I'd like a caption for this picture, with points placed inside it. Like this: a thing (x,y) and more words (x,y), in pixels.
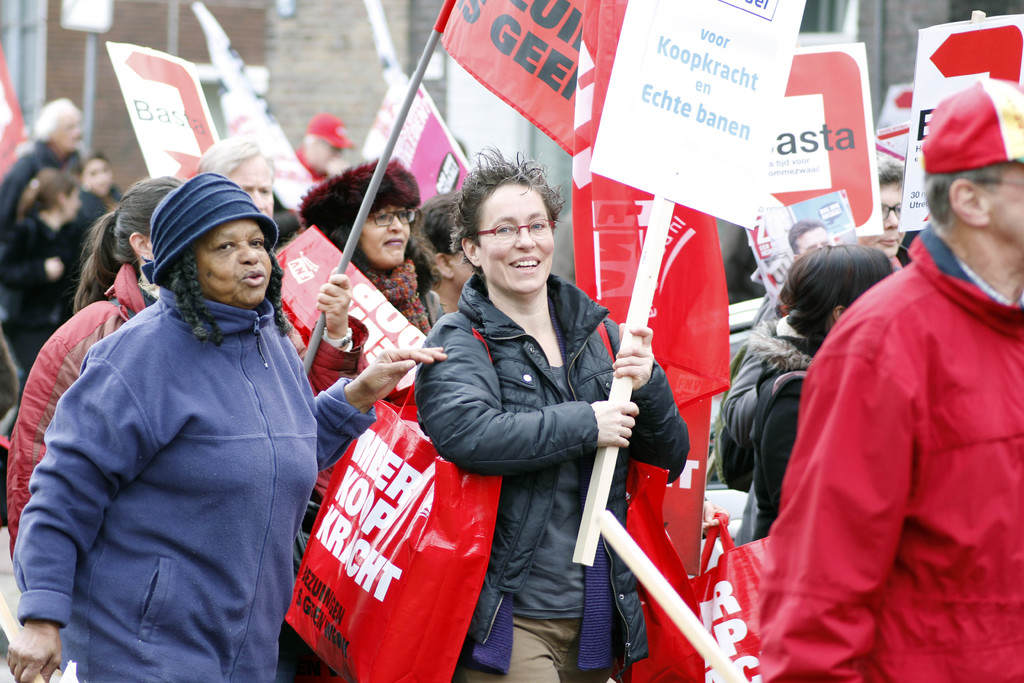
To the right corner of the image (961,146) there is a person (973,146) with red jacket (880,351) and a cap (970,130) is standing. To the left corner of the image (224,644) there is a lady (383,392) with a blue jacket (239,376) and a blue cap (193,205) is standing. In the middle of the image (479,390) there is a lady (455,345) with black jacket (464,336) is standing with the red bag (634,510) and holding pole (589,545) with white board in both hands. Behind them there are many people (803,290) with posters (435,195) and flags (724,390) in their hands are walking.
